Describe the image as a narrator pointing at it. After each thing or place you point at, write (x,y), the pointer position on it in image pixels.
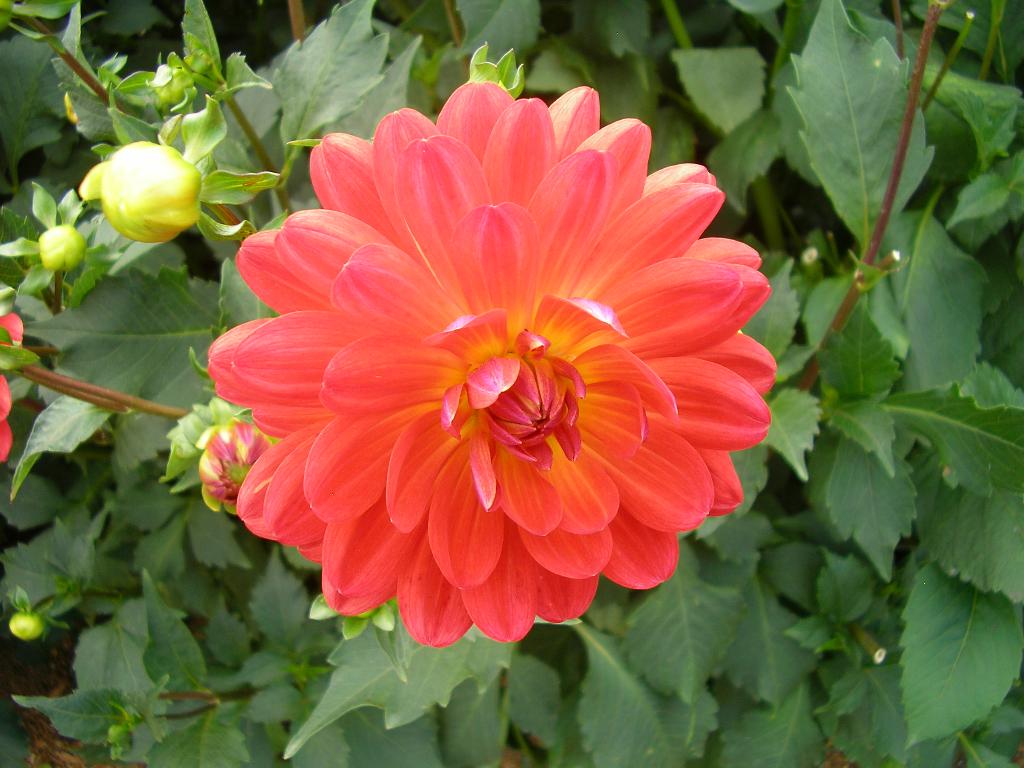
This is the flower (697,416) with petals (633,331), which is dark peach in color. I can see flower buds (122,203). These are the leaves (870,377). I think this is the plant (827,352).
